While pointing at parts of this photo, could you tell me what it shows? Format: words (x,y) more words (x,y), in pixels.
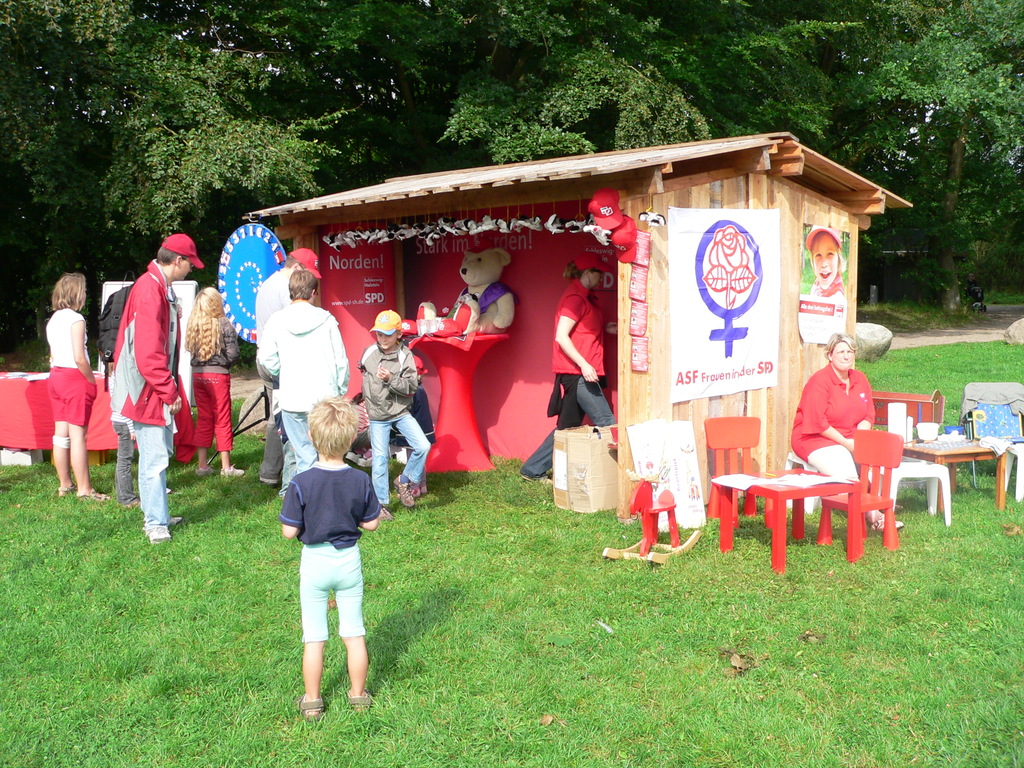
This is a picture taken in the outdoors. It is sunny. There are group of people (287,432) standing on the floor (514,650). In front of this people (274,404) there is a shed (488,381) in shed (491,393) there is a red table (457,373) on top of the table (453,345) there are toys (495,292). Background of the shed (575,254) is a tree (498,104).
